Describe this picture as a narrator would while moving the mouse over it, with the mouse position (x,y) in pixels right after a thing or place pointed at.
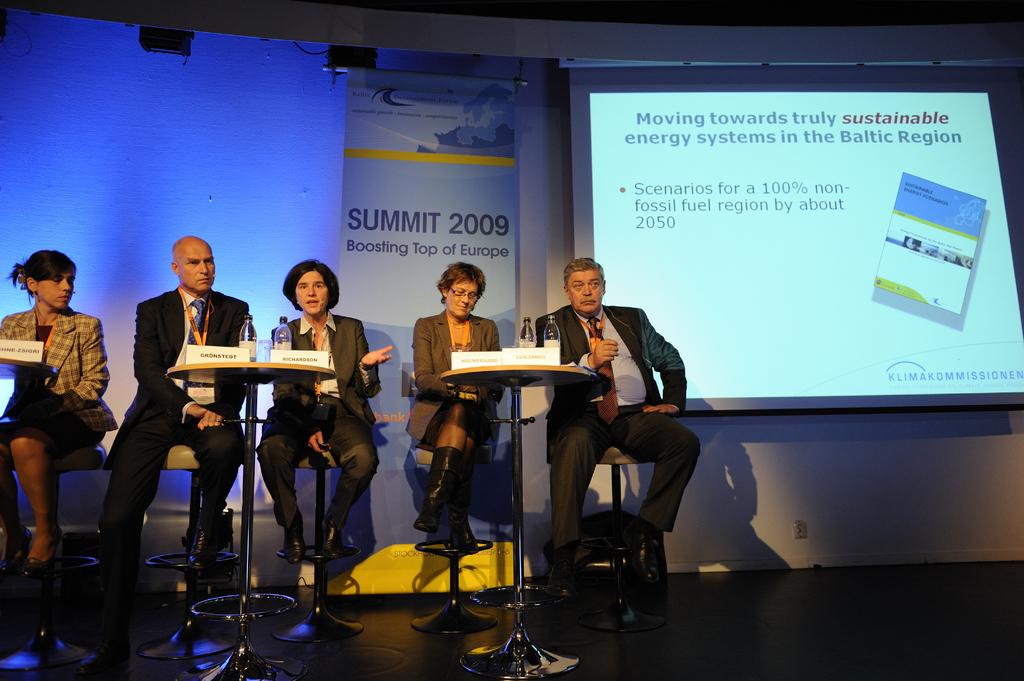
In this image I can see there are a few people (617,330) sitting on the chairs (200,462) and they have tables (253,367) in front of them and there are few name boards (207,361), water bottles (250,348) placed on the tables (551,372). In the backdrop (681,223) there is a screen (754,164) and there is a banner (482,104), there are few lights (161,34) attached to the ceiling (294,21).
